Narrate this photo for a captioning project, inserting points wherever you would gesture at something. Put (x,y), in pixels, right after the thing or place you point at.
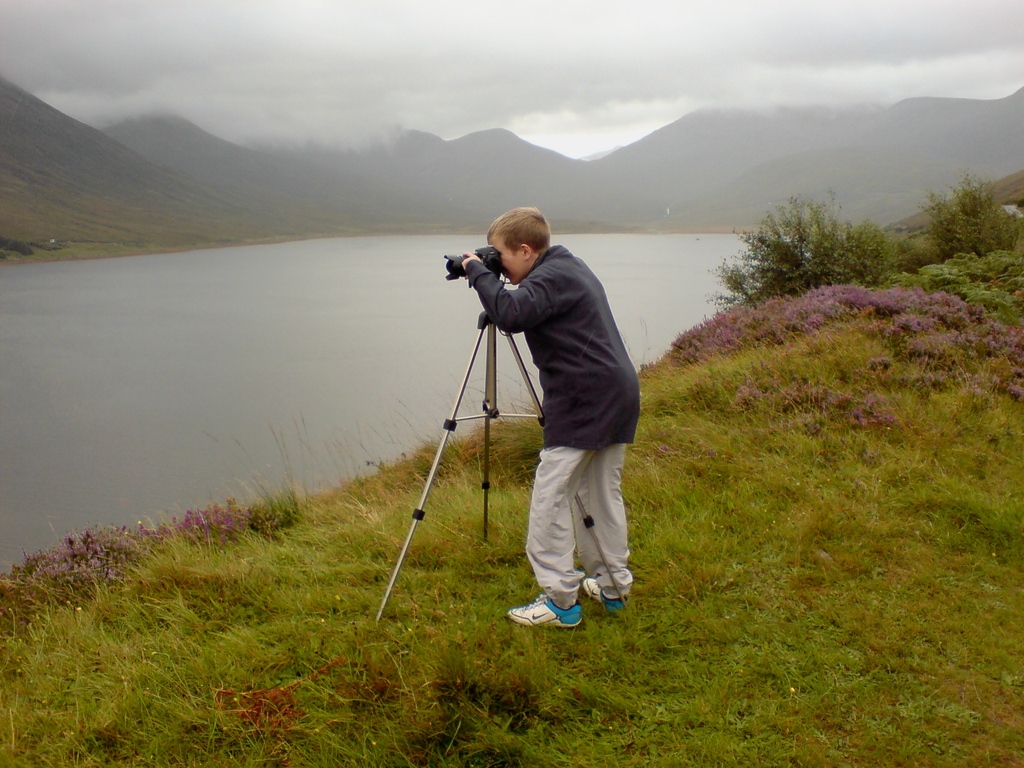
In this image there is a boy (581,485) standing on the ground (459,719). In front of him there is a tripod stand (524,367). On the tripod stand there is a camera (494,264). He is looking at the camera (483,252). There are plants (824,241) and grass (776,472) on the ground (410,677). To the left (215,368) there is water (212,305). In the background (166,144) there are mountains (532,156). At the top (489,38) there is the sky (464,56). There is fog (276,115) in the image.
